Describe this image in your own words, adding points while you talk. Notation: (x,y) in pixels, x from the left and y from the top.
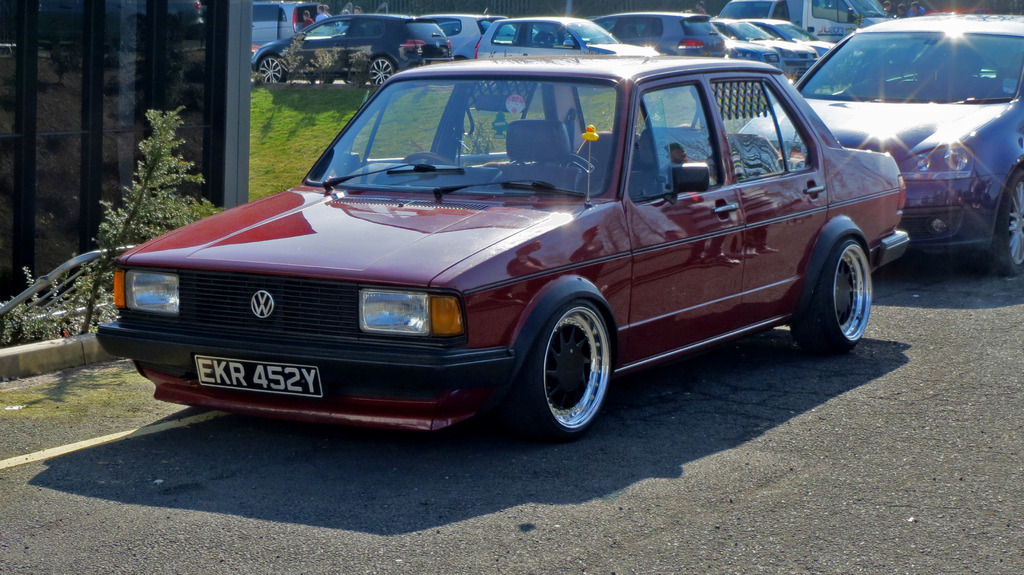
In the picture we can see a car (360,376) which is parked on the path (956,344) and it is red in color and behind it, we can see another car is parked and beside it, we can see a house wall (84,116) with glasses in it and near it, we can see a plant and beside it we can see a grass surface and in the background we can see many cars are parked.
